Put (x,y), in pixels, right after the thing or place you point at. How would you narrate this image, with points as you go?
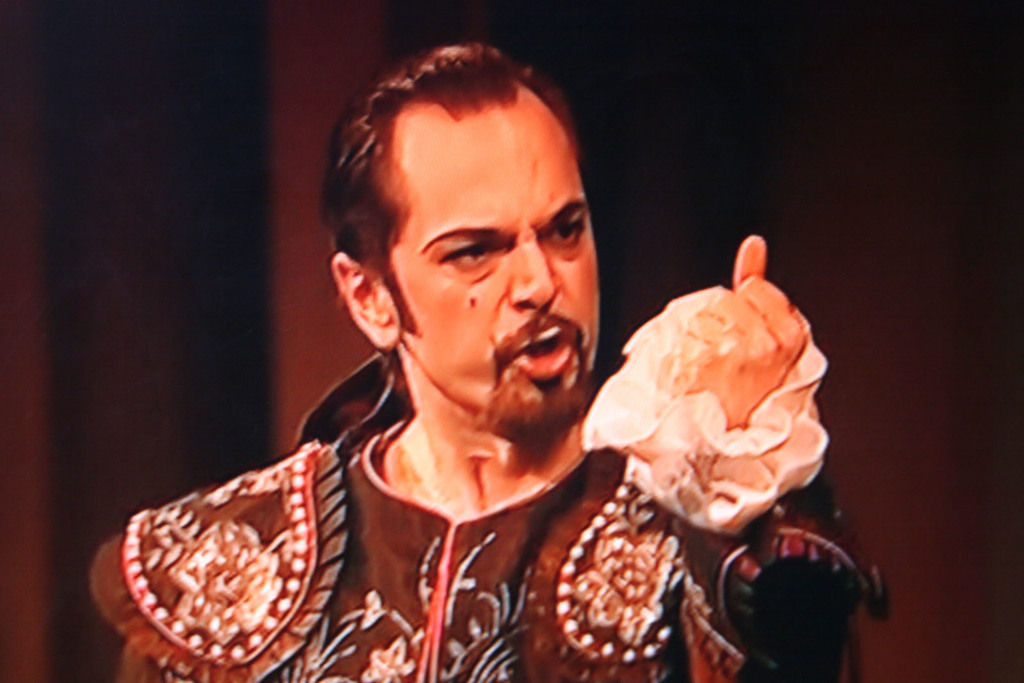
In this image there is a man (487,268) he is performing some action, in the background (723,103) it is dark.
